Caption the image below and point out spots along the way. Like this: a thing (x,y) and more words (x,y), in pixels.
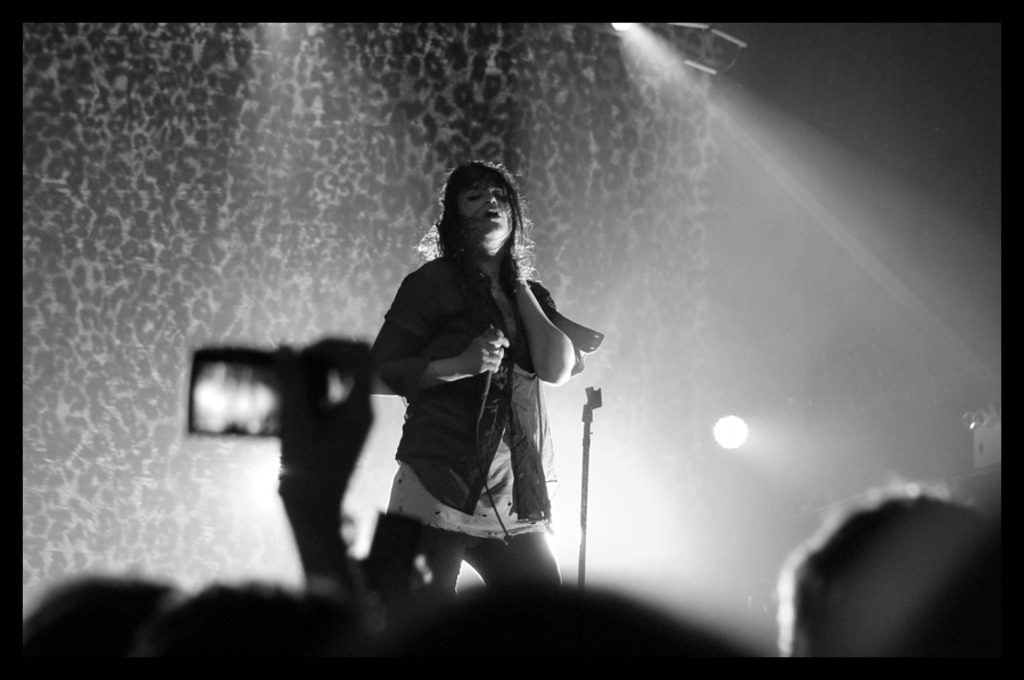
In the middle of the image (413,377) a woman (495,164) is standing and holding a microphone (492,378). Behind her there is a wall (357,93). Bottom of the image (362,593) few people (114,597) are standing and one person (301,517) holding a mobile (278,394).
